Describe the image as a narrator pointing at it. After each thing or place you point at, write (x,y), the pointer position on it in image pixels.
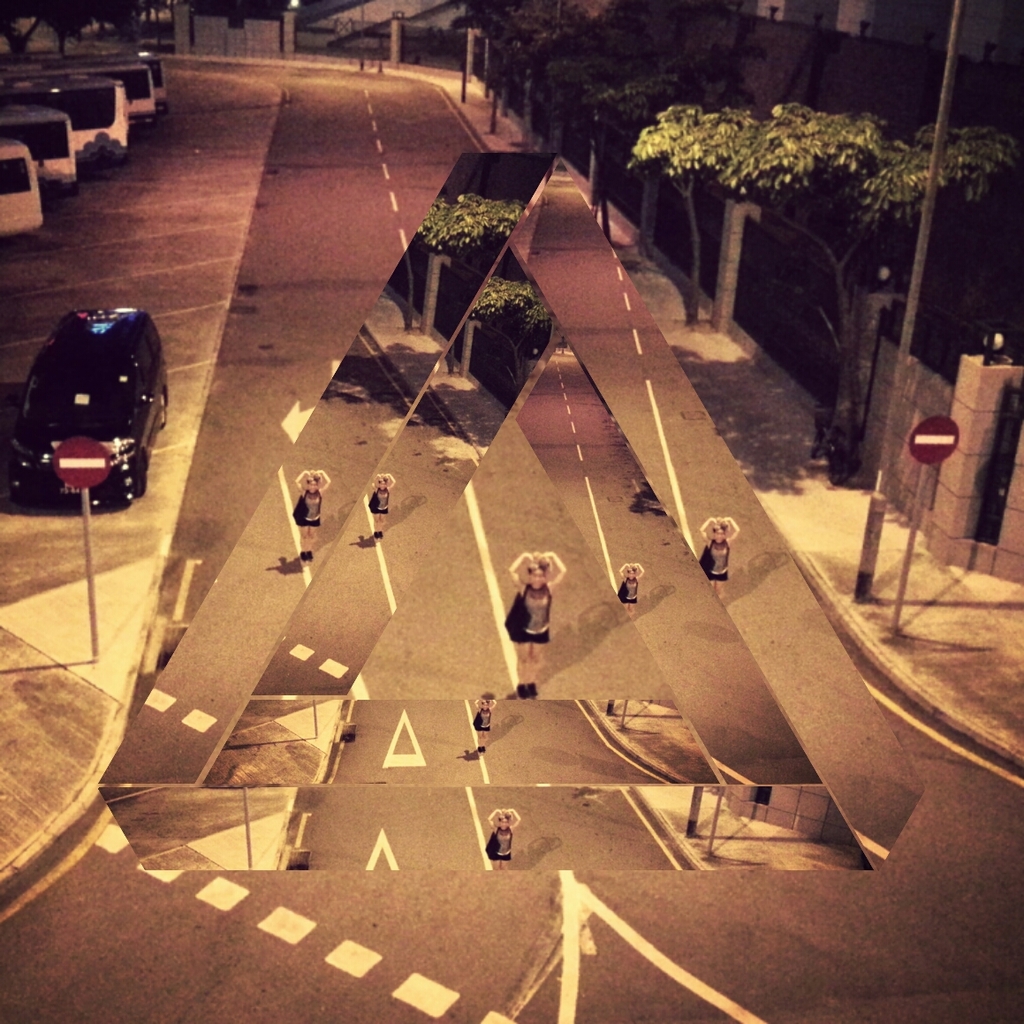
This is an edited image in this image, there is a girl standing on a road (333,464), beside the road (261,524) there are cars (71,360), on the right side (688,210) there are trees (768,159).
